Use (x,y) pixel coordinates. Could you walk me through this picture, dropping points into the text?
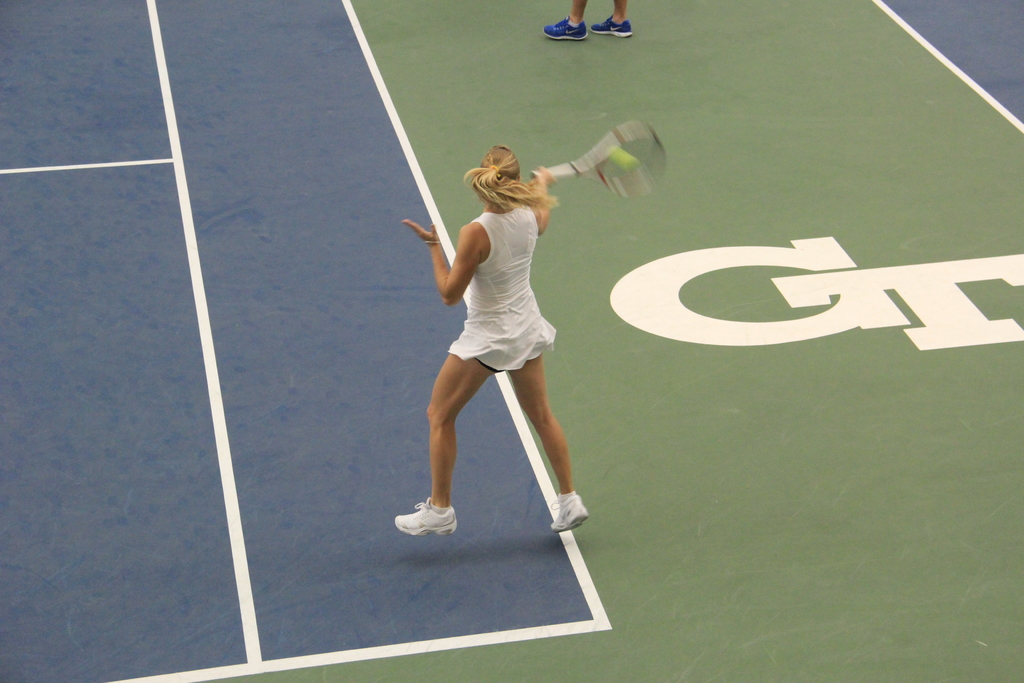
In this image, there is a person (553,202) wearing clothes (493,283) and playing tennis. This person (499,235) is holding a tennis racket (602,150) with her hand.
